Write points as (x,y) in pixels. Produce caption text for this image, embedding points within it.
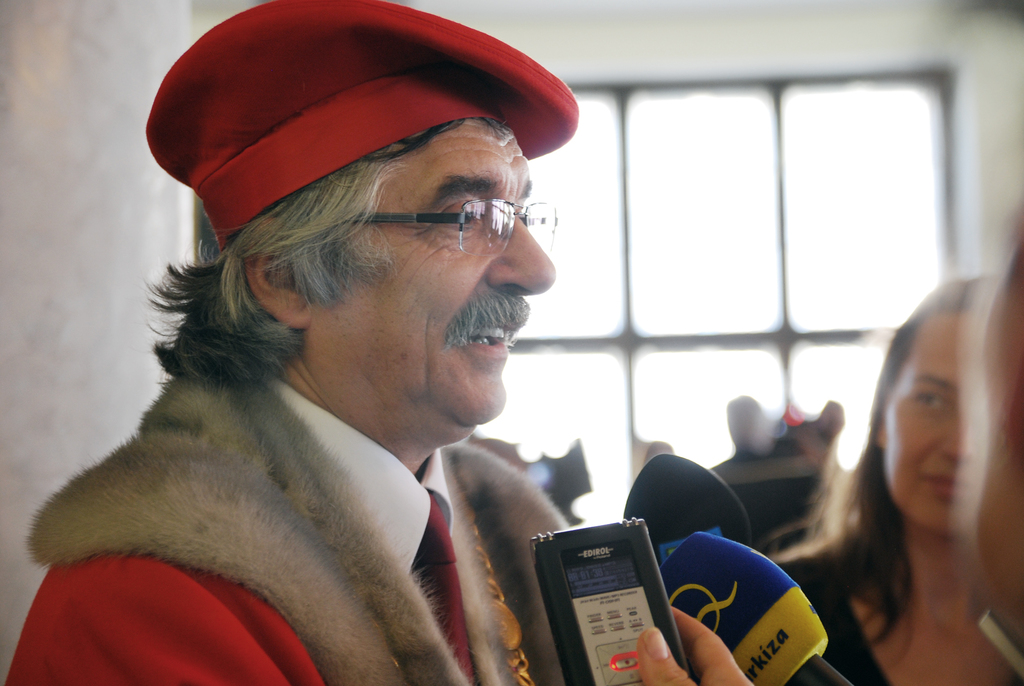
In this image I can see a group of people (815,586) on the floor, some objects (650,572) and mike (794,631). In the background (566,169) I can see a wall (112,2) and glass window (749,213). This image is taken may be in a hall (110,35).
